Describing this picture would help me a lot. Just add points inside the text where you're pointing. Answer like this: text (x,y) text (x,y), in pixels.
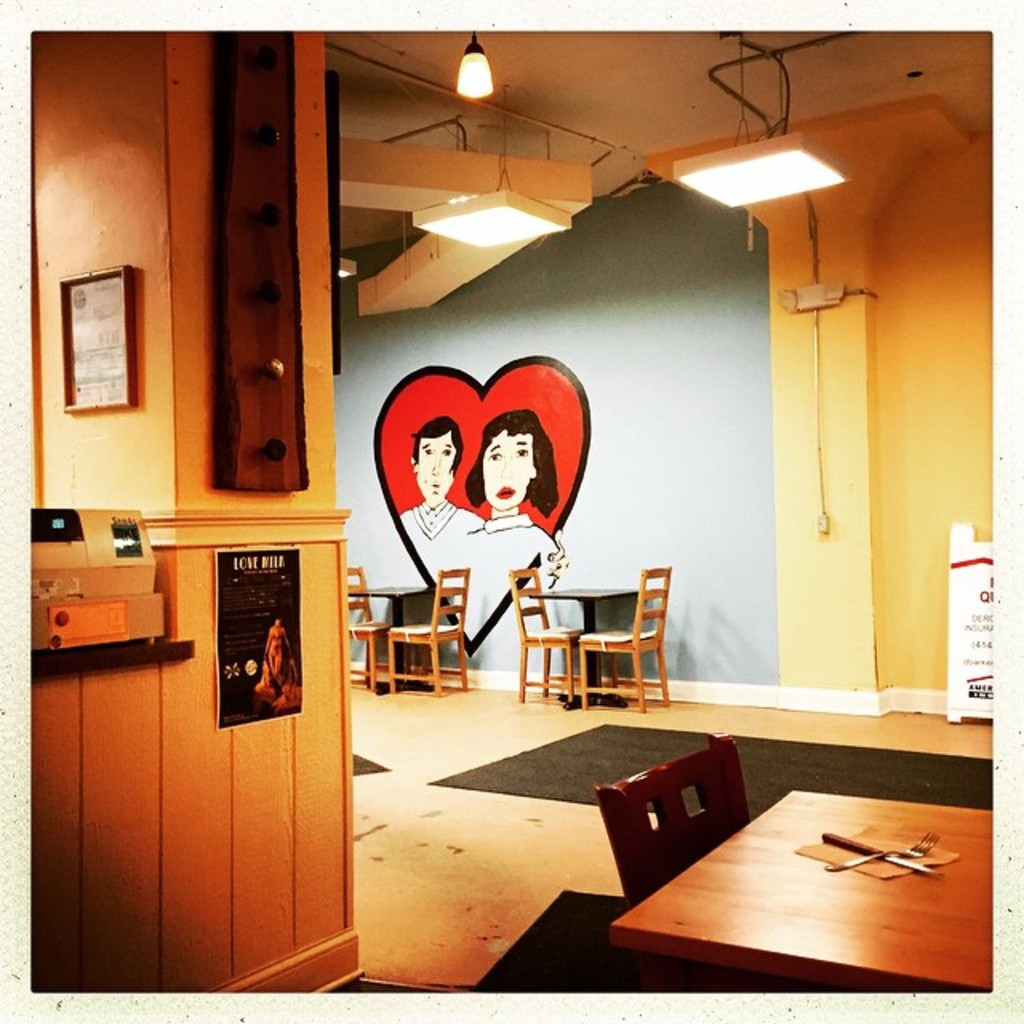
In this image I can see there are few tables (398,588), chairs (352,604) and there is a knife (842,839), fork (864,858) and a napkin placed on the table (839,872), there is a wall (356,352) in the backdrop (504,459) and there is a painting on it and there are few lights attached and there is a pillar (179,308) at left side (321,581).
